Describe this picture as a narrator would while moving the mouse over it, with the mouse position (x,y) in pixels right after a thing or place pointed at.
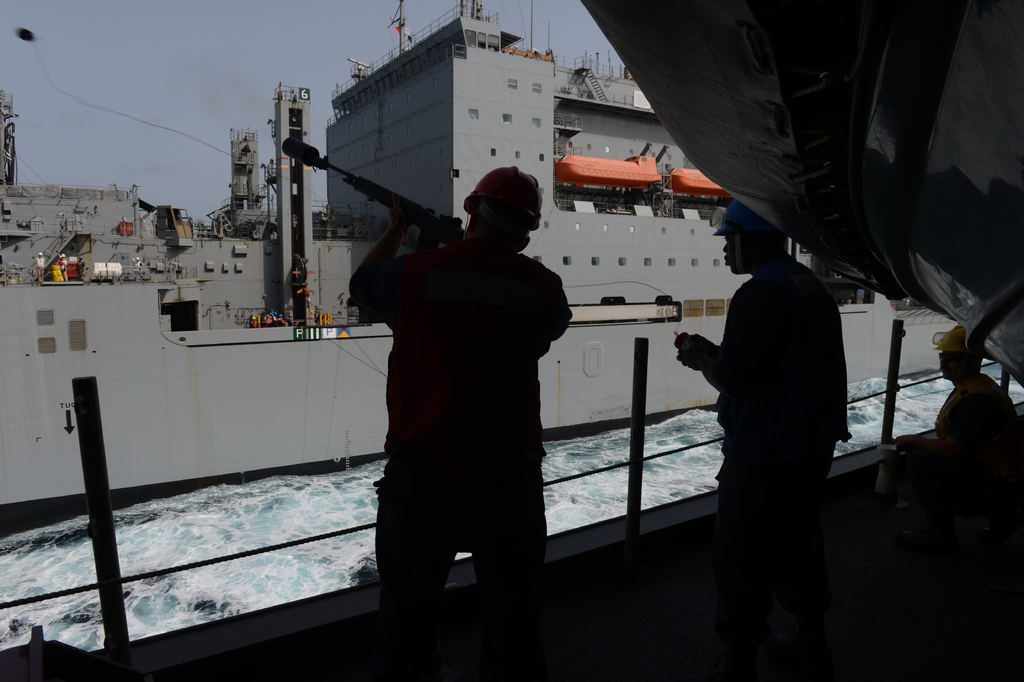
In this image, we can see people (408,383) on the ships (211,434) and some are wearing helmets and holding objects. At the top (165,59), there is sky (161,62) and at the bottom (260,554), there is water (318,527).
